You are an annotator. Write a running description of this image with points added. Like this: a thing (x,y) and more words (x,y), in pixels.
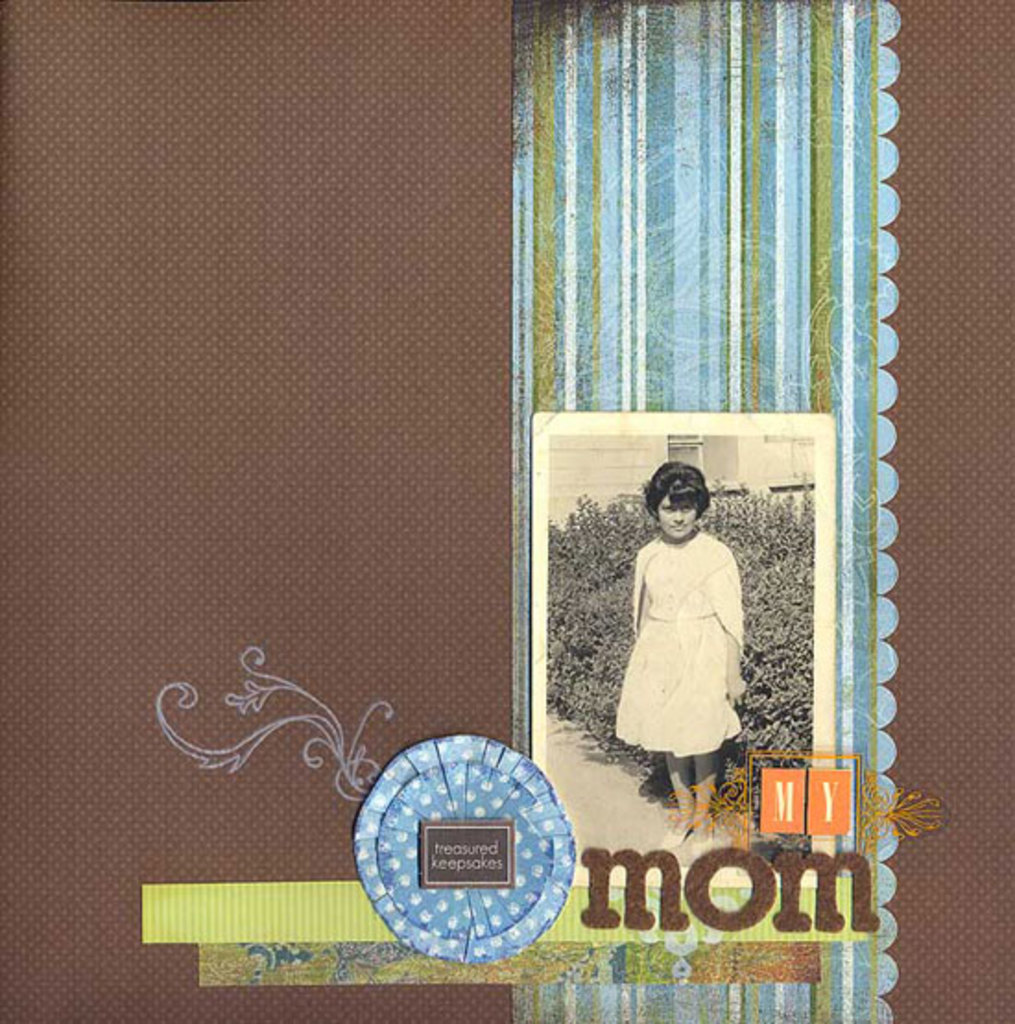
In this picture I see the brown color thing (898,742) on which there is a photo (633,531) on which I see a girl (658,575) and plants (630,561) behind her and under the photo (634,845) I see few words (727,922) written.
